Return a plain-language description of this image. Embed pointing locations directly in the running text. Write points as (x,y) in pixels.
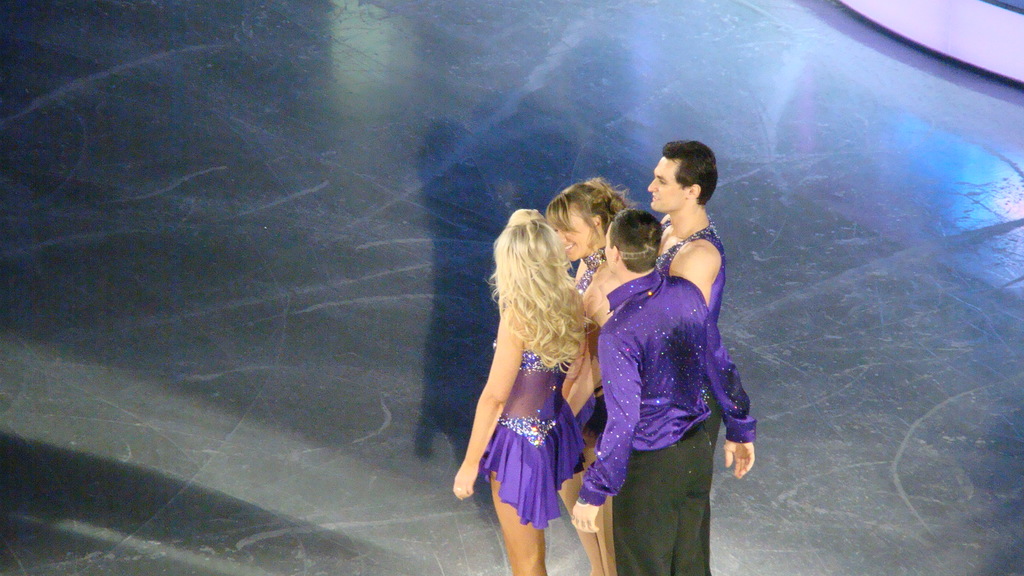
In this image we can see a group of persons (544,224) are standing, and smiling, they are wearing the purple color dress (677,393).
